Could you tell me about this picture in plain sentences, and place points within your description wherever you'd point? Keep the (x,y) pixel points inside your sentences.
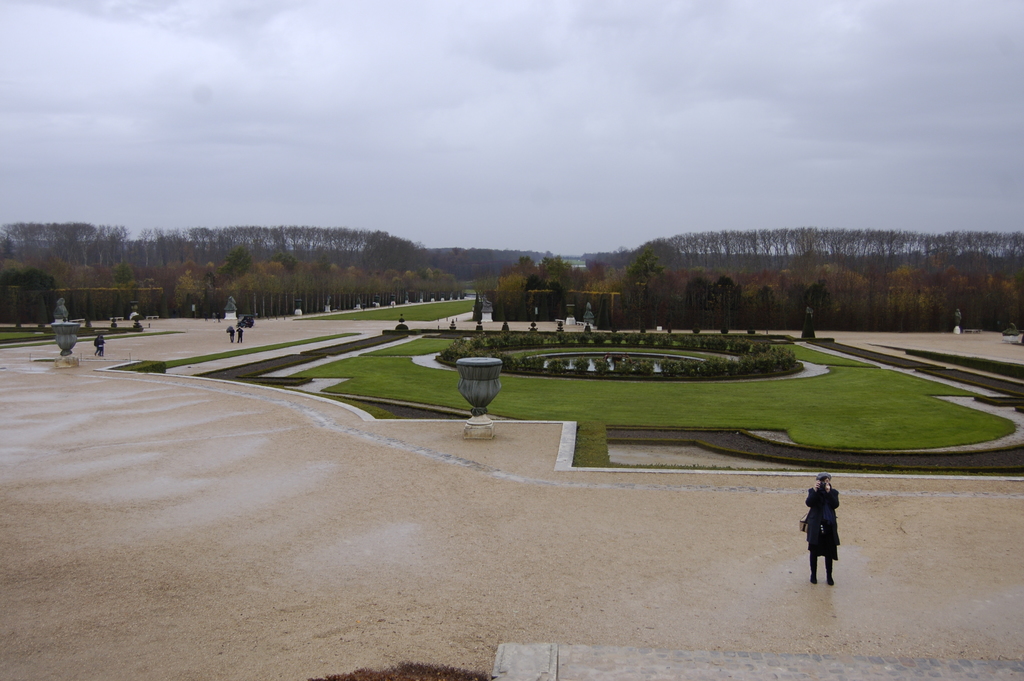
In the foreground (306,346), I can see grass (345,366), fence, water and a group of people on the road (67,395). In the background (487,293), I can see trees (551,315), poles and the sky (589,147). This picture might be taken on the road (353,547).
